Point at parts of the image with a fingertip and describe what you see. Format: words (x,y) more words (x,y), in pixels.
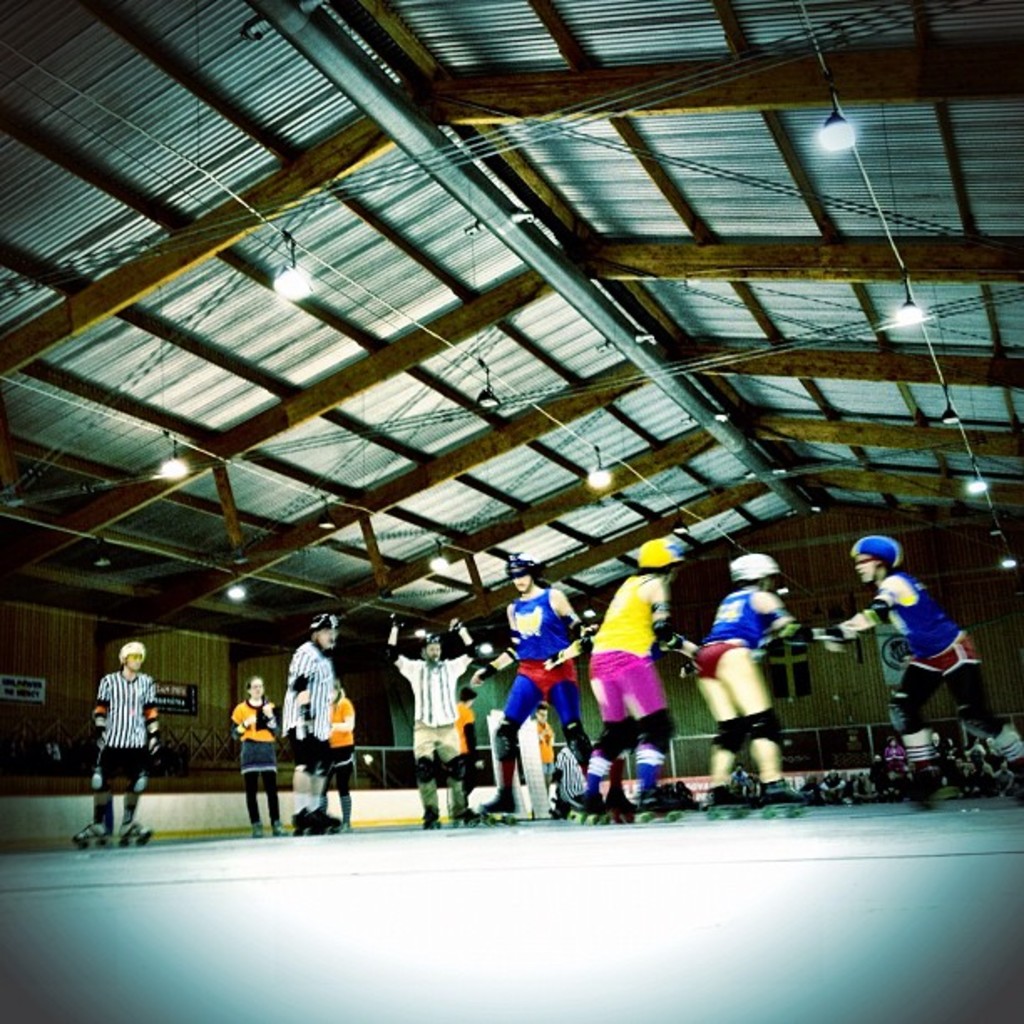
In this image I can see the group of people (429,768) with different color dresses (574,789). In the background (891,777) I can see few more people (803,782) and the boards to the wall (359,712). I can also see the lights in the top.
